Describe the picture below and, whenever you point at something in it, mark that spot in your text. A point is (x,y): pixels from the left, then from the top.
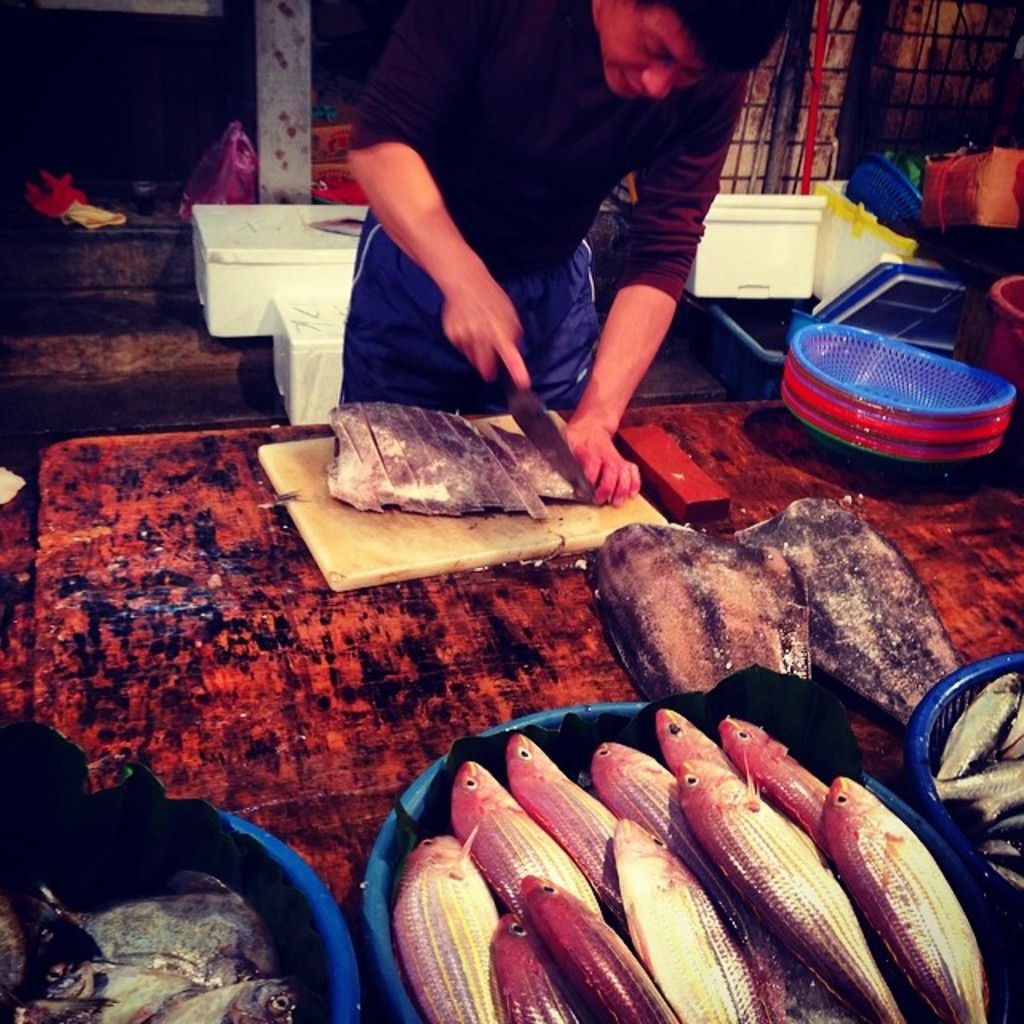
In this image we can see a person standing and cutting a fish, on the table (85,570), we can see some fishes (217,951) in the plastic tubs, there are plastic bowls (923,359) and some other objects (897,301), in the background (810,297) we can see the grille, white color boxes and some other things (251,194).
